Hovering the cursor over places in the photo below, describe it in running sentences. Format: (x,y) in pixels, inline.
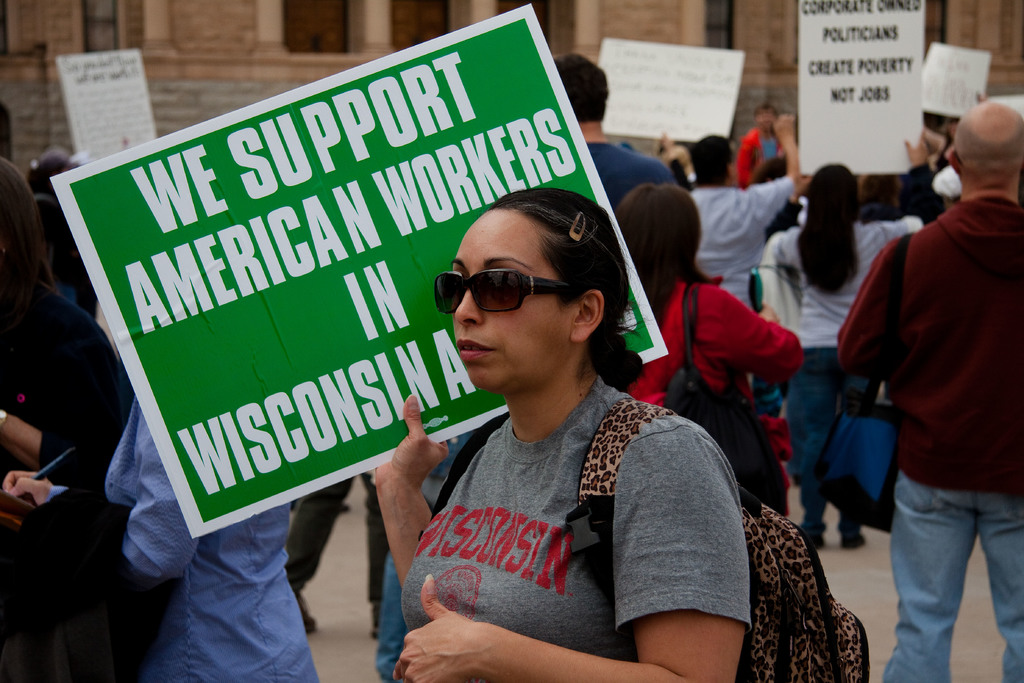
In this picture I can see few people (523,387) are standing and few (704,173) are holding placards (427,178) with some text (236,262) and I can see couple of women (658,475) wearing bags (649,415) and I can see a human (67,503) writing with the help of a pen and I can see building (262,71) in the back (182,66).
